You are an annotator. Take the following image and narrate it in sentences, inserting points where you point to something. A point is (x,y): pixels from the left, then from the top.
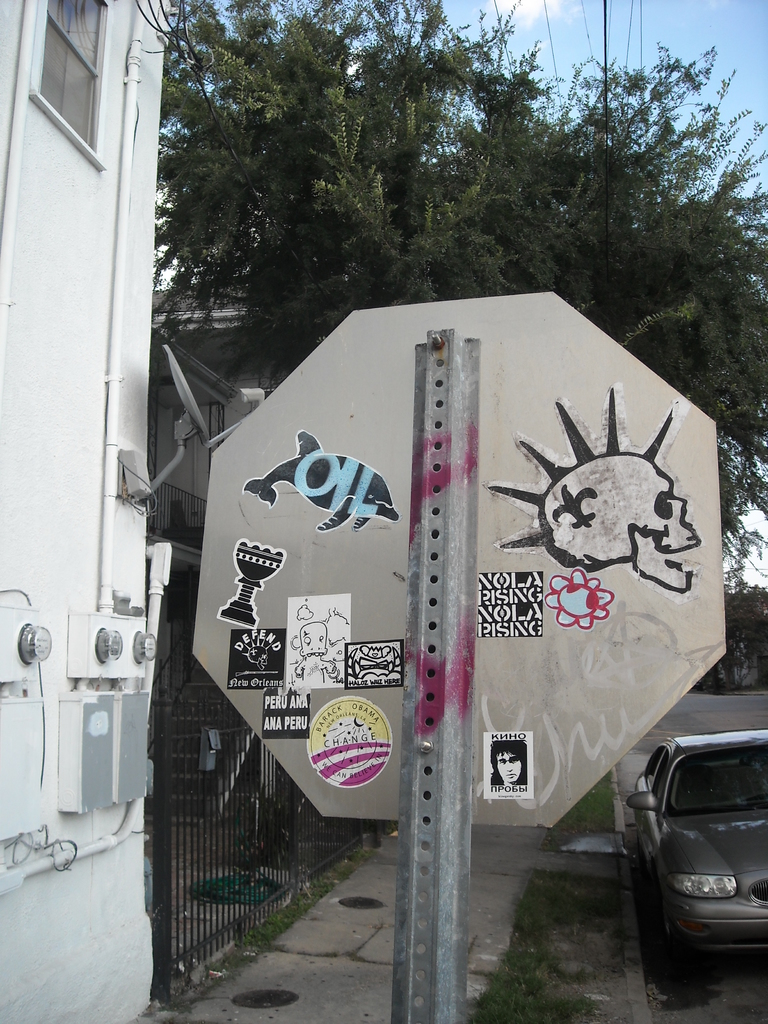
In this image we can see a sign board (456,473), Behind the sign board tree (546,209) is there and car (688,829) is there on road (697,983). Left side of the image (158,699) one gate (186,846) and building (62,560) is present.
